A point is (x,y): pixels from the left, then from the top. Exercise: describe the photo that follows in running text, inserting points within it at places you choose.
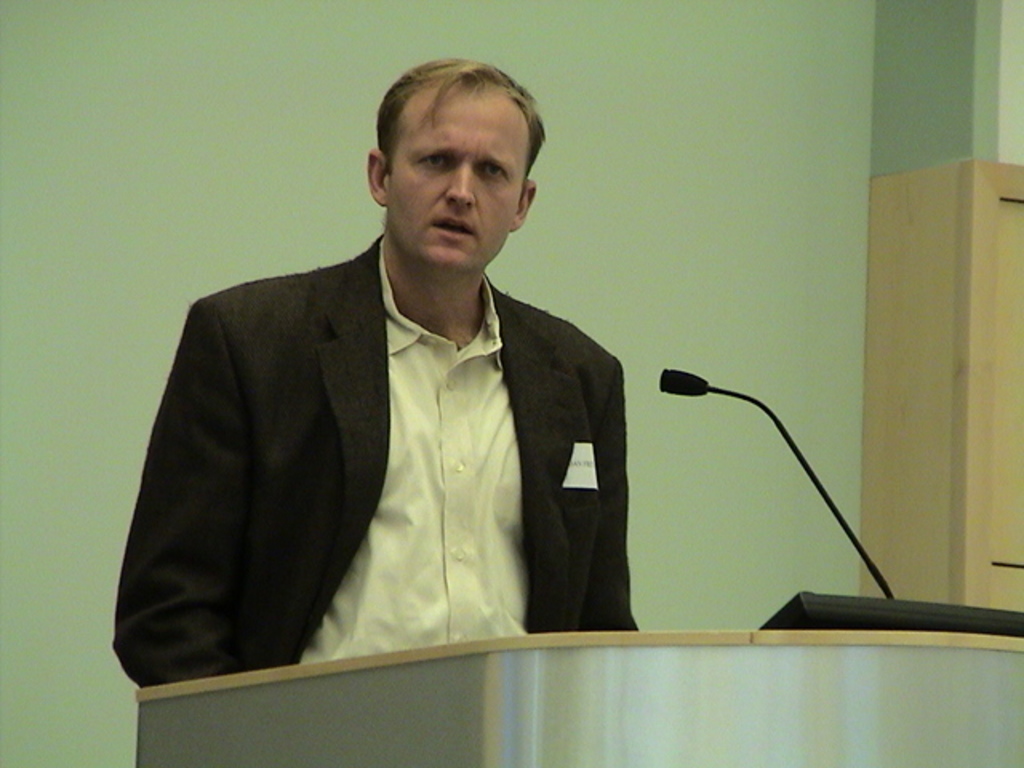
In this picture I can see a man (429,481) is standing in front of a podium (577,641). The man (379,515) is wearing black color coat (334,437) and shirt (464,481). Here I can see a microphone (710,383) on the podium (835,687). In the background (659,161) I can see a wall (795,554).
